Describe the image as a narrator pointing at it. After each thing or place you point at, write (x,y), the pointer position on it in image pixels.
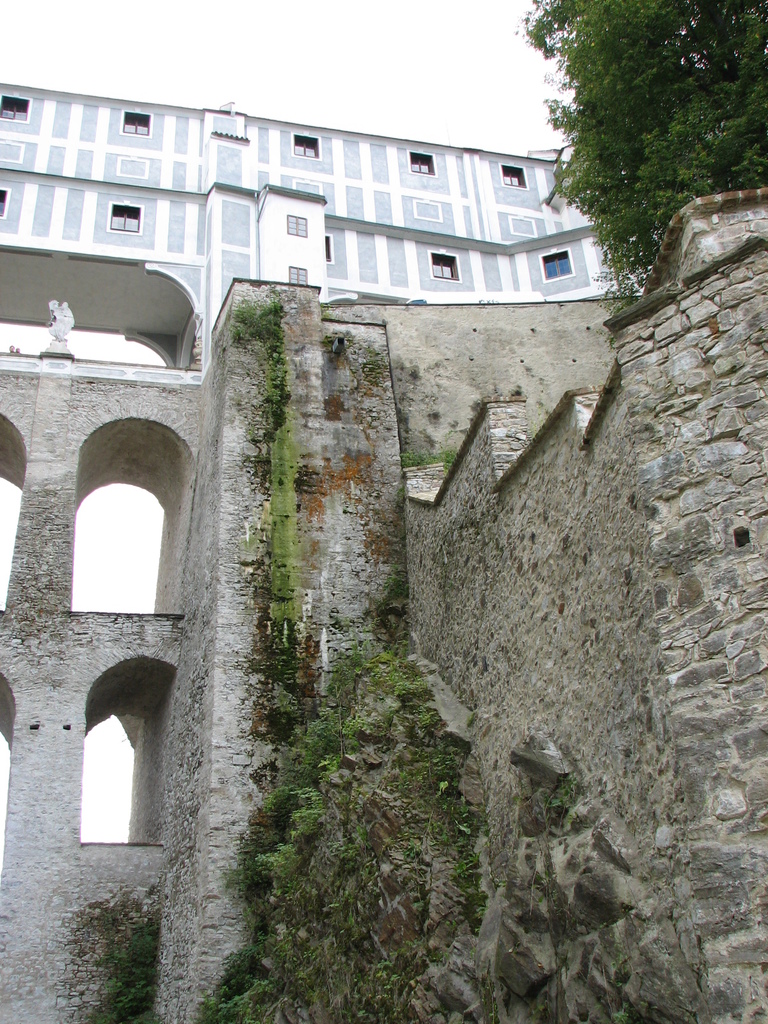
In this picture I can see there is a wall (265,724) and a building (2,619) and there are trees (596,149) and the sky (280,84) is clear.
